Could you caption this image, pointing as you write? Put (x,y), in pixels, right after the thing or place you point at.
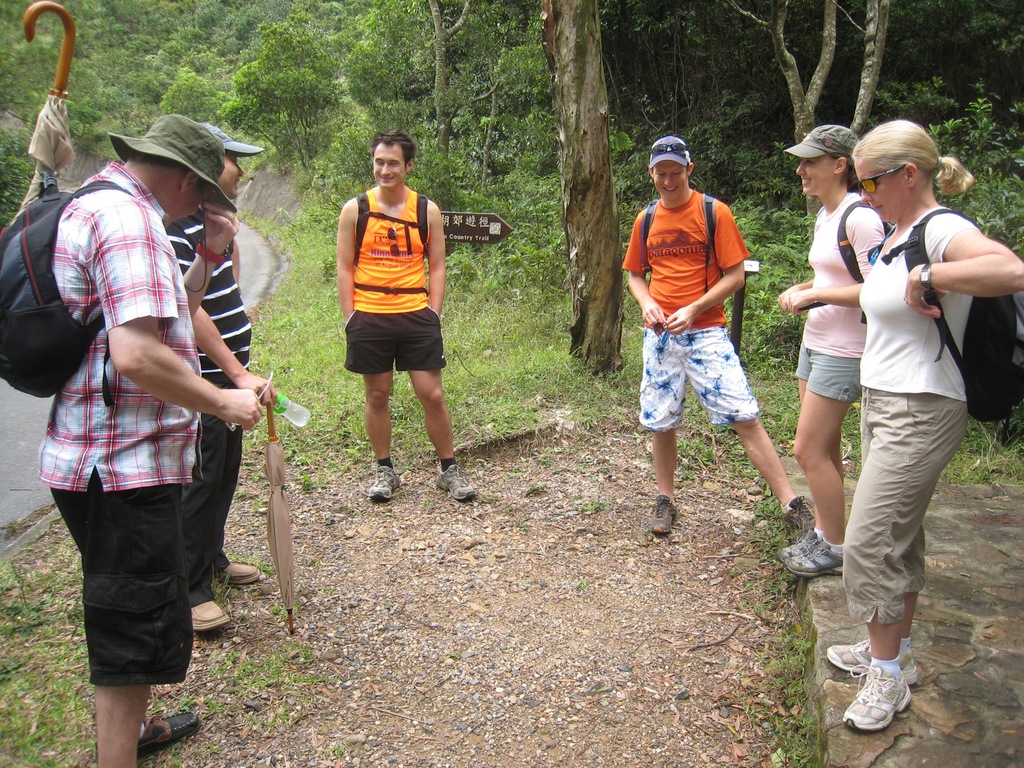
In this image I can see on the left side (151,302) a man (108,374) is standing and he wore bag (100,329), shirt (120,280), short (103,512), hat (201,163). In the middle (383,298) another man (383,298) is smiling, on the right side (946,243) two beautiful girls (933,271) are standing. They wore t-shirts (919,349), bags (1006,362). At the back side (561,193), there are trees (561,193) in this image.
